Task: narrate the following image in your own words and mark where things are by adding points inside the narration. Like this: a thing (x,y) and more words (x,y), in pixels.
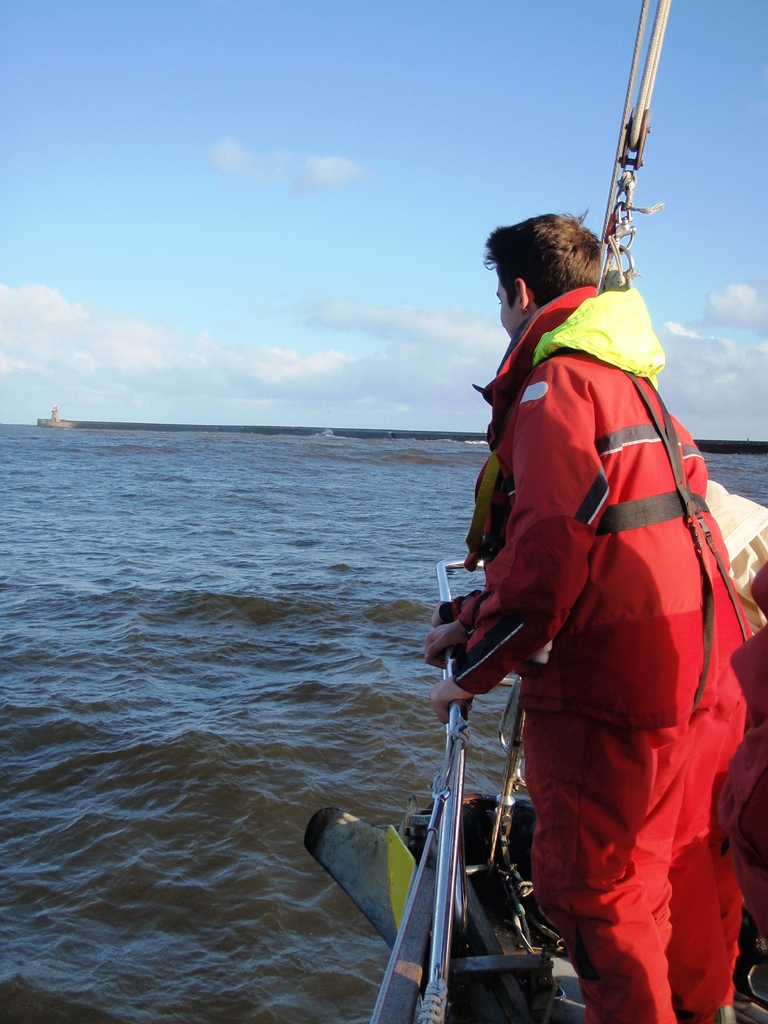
In this picture, we can see a person (618,429) in a red suit (698,598) sailing in a boat (441,849), and we can see water (325,643), lighthouse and the sky (385,406) with clouds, and we can see some objects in the top right corner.
